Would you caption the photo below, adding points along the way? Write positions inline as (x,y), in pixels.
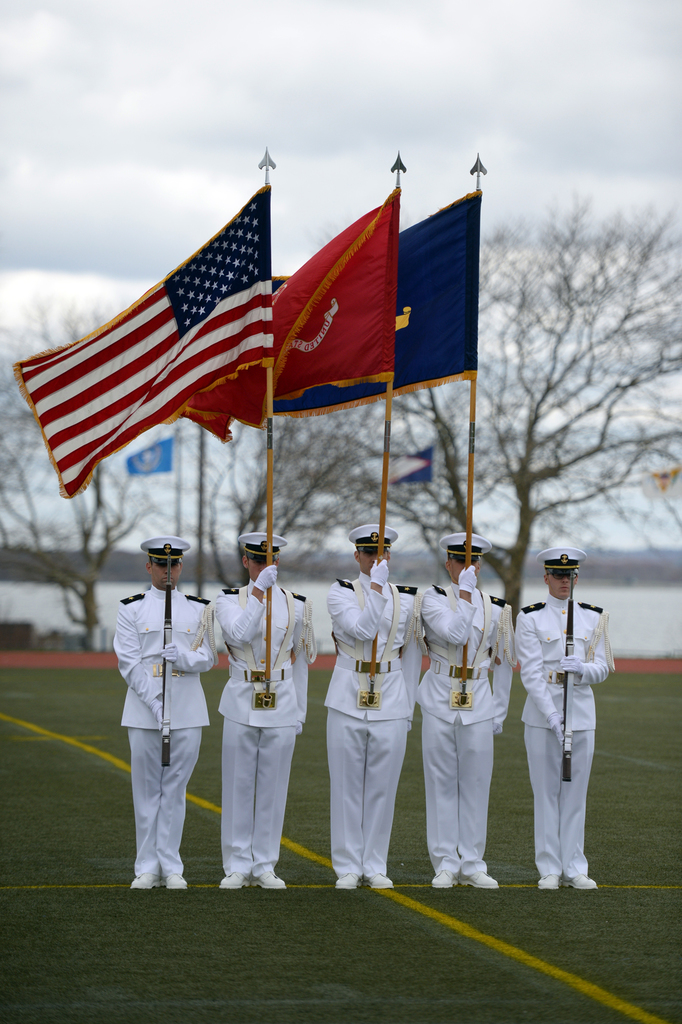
In this image we can see these people (161,707) wearing white color uniforms (534,740), caps (168,548) and shoes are standing on the ground (137,890) and these three persons (477,660) are holding flags (326,284). The background of the image (543,267) is slightly blurred, where we can see the trees (420,513), water (625,626) and the cloudy sky (187,106).
